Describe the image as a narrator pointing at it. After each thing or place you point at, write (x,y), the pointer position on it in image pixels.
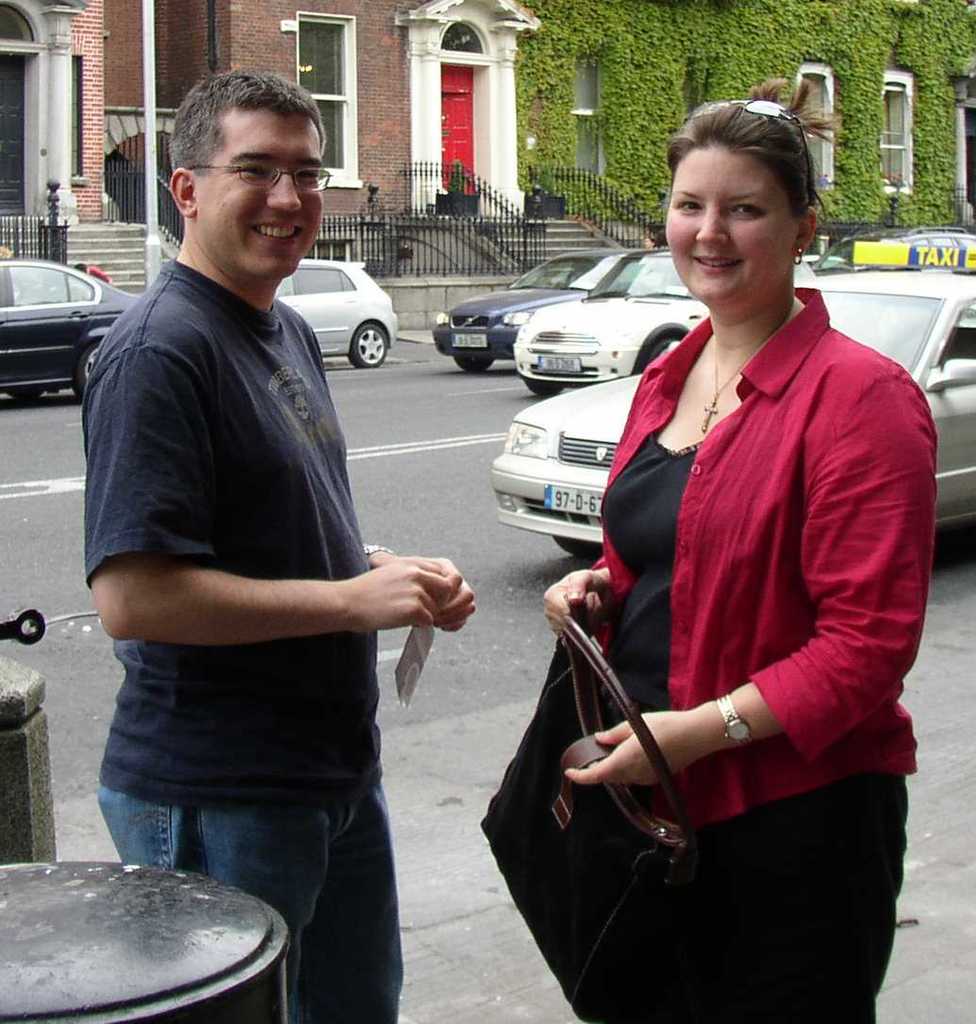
In this picture we can see few vehicles (463,331) are on the road (510,382), side we can see a man (326,682), woman (723,754) are smiling, woman (714,736) is holding a bag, on other side we can see buildings (405,82) and ivy (543,87).
